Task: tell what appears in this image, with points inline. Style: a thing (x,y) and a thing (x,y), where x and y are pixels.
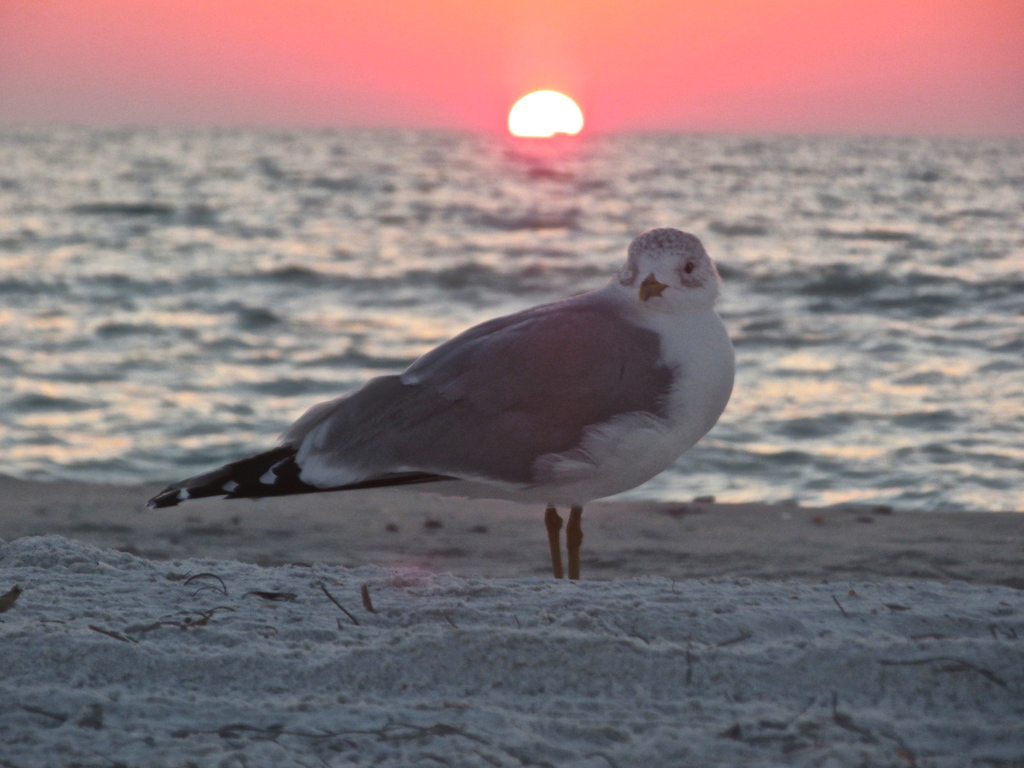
In this picture we can see a bird (669,252) standing on sand (427,587), water (396,304) and in the background (878,50) we can see the sky (845,46).
